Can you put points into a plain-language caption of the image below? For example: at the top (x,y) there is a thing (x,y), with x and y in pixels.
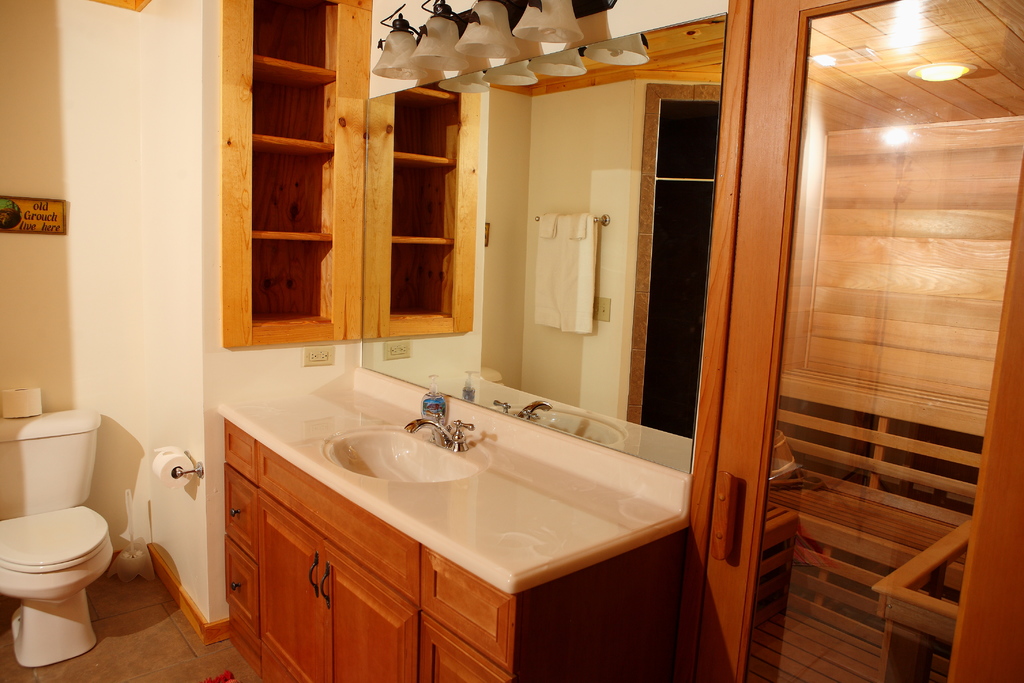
In this image we can see a platform (492,527) with cupboard (304,579). On the platform (462,496) there is a wash basin (400,443) with tap (457,428). Also there is a bottle (431,391). Near to that there is a mirror (616,265). In the mirror (469,295) we can see the reflection (441,269) of a cupboard (395,269), towel (569,222) with hanger (552,218) and a door (662,265). On the left side (36,517) there is a toilet (35,487) with flush (27,440). On the flush (50,435) there is a tissue (16,402). On the wall (58,239) there is a board (33,219) with something written. Also there is a tissue holder (186,454) with tissue (167,469). On the floor (157,596) there is a brush (134,575). Near to the mirror (379,107) there are lights (475,20). On the right side (862,384) there is a door (800,521). And near to the wash basin (391,460) there is a cupboard (249,263).
